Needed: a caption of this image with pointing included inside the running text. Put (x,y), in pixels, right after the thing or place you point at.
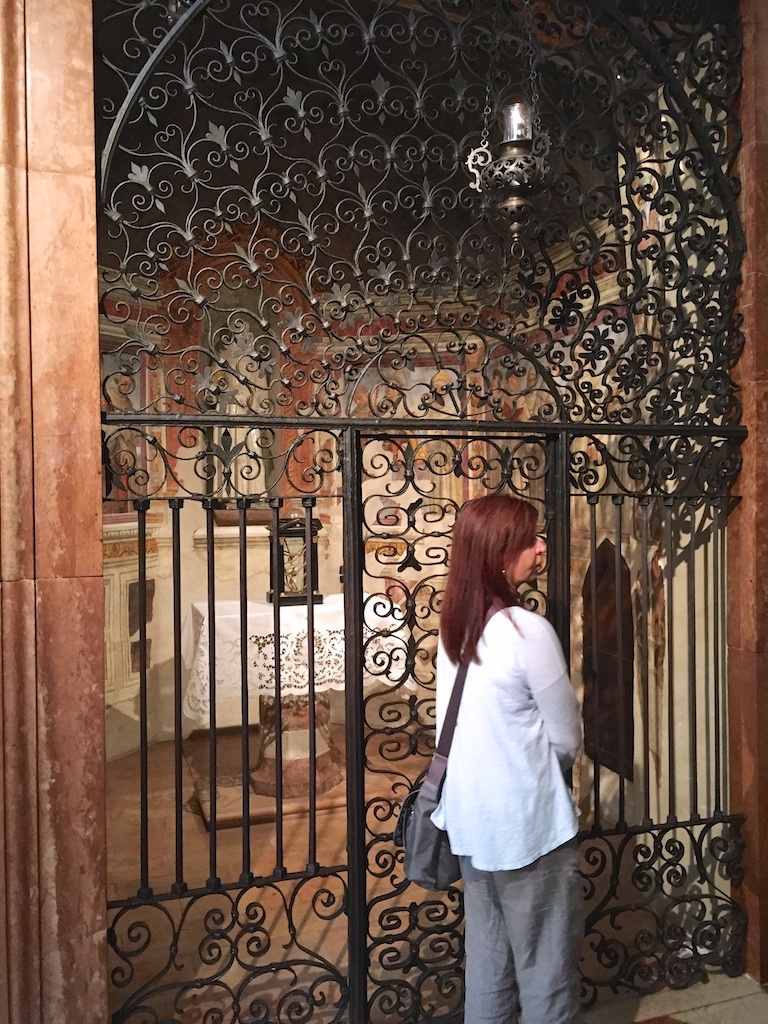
In the foreground of this image (498,740), there is a woman (463,819) standing, wearing a bag (421,816). In the background (376,298), there is a grill gate (221,362). Behind it, there is an object (270,594) on a table (229,617) and the wall (221,552).
